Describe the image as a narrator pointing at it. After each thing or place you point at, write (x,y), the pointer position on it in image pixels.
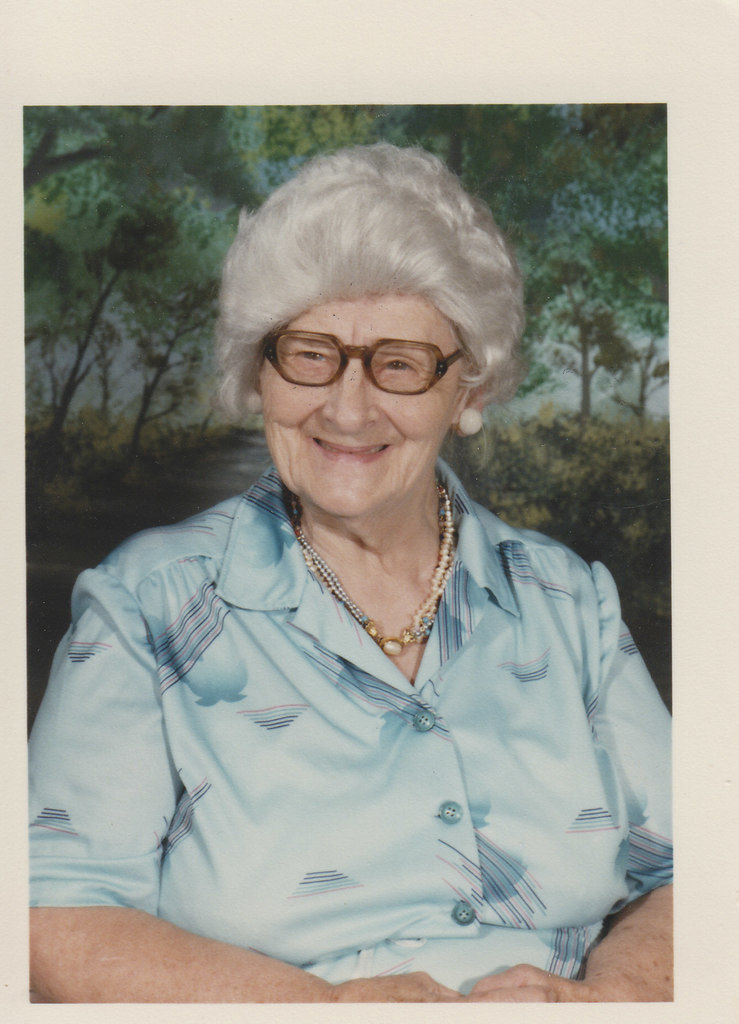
This looks like a painting. I can see the woman (354,834) smiling. She wore a spectacle (381,376), necklace (422,629), earrings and a dress (409,805). In the background (88,445), I can see the trees (116,211).
